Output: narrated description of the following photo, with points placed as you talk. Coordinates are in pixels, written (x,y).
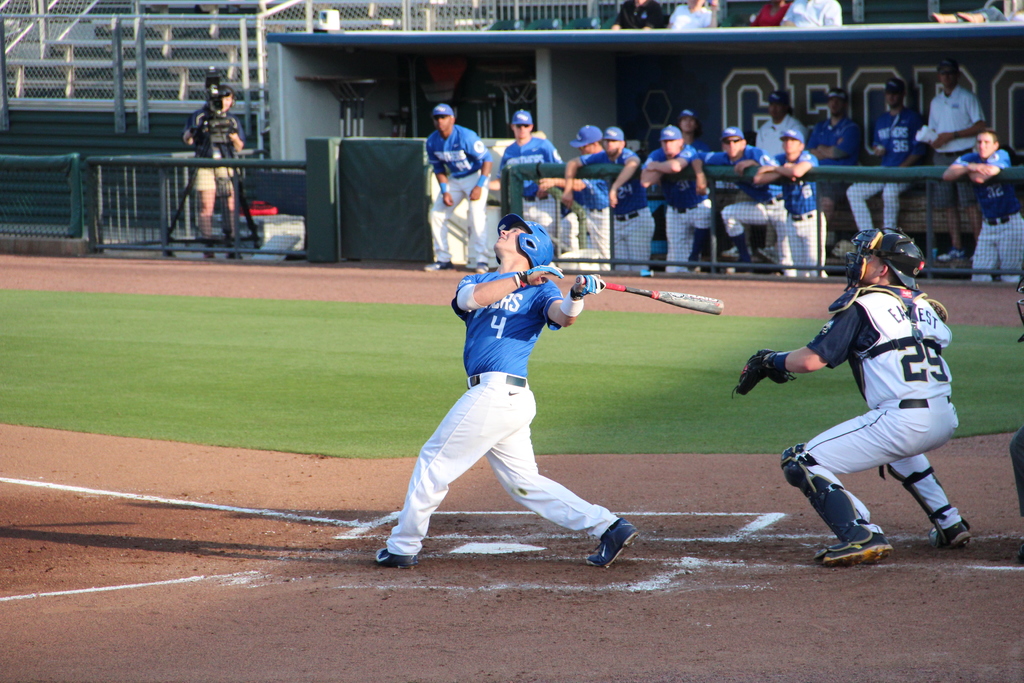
In the center of the image (451,447) we can see a man (508,313) standing and holding a bat (639,294) in his hand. On the right (835,526) we can see a catcher (899,411). In the background (900,101) there are people (674,129) standing. The man (198,129) standing on the left (217,137) is holding a camera (218,130) and we can see a fence (17,212).
